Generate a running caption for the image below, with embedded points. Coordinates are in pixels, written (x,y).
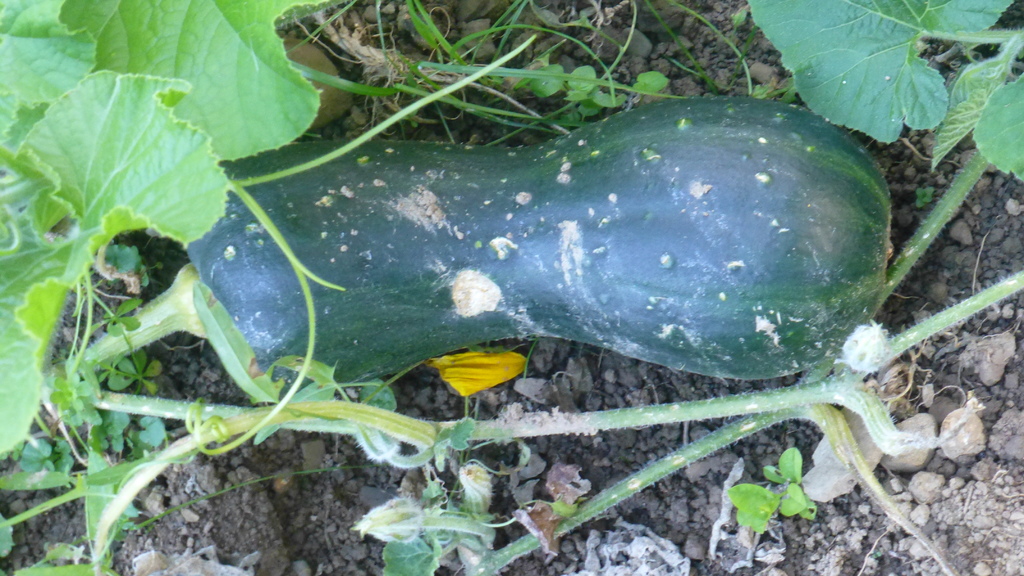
In this image in the center (517,262) there is one vegetable (411,262) and also there are some plants (966,190), at the bottom (272,481) there is sand (217,504) and some small stones (926,496).
